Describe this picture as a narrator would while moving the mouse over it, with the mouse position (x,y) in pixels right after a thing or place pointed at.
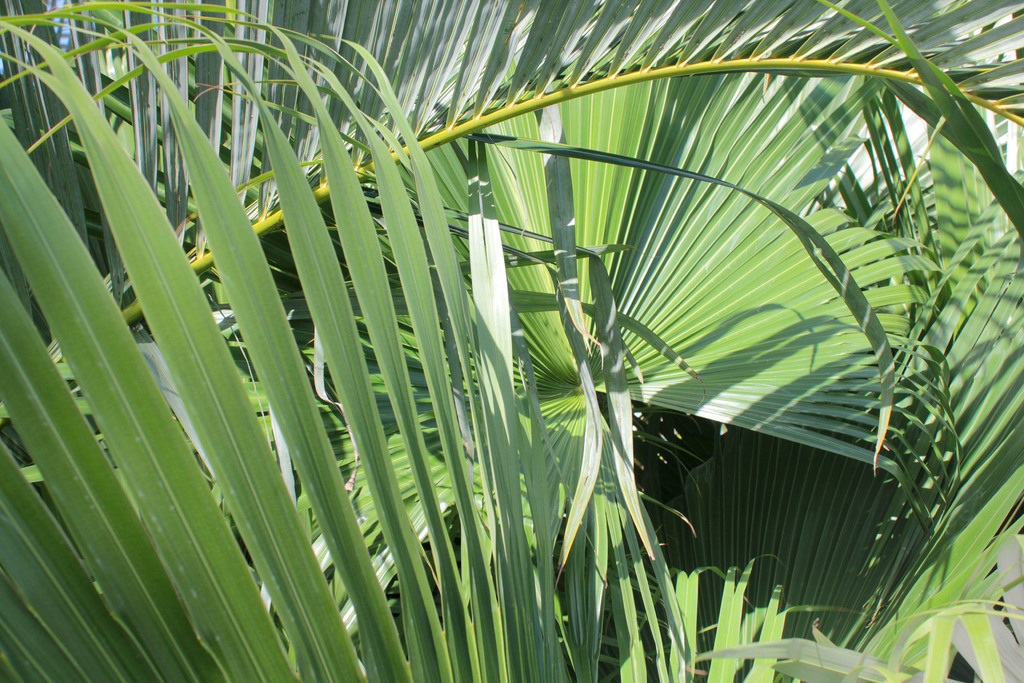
In this image there are coconut tree branches (474,426) with leaves (490,291).
